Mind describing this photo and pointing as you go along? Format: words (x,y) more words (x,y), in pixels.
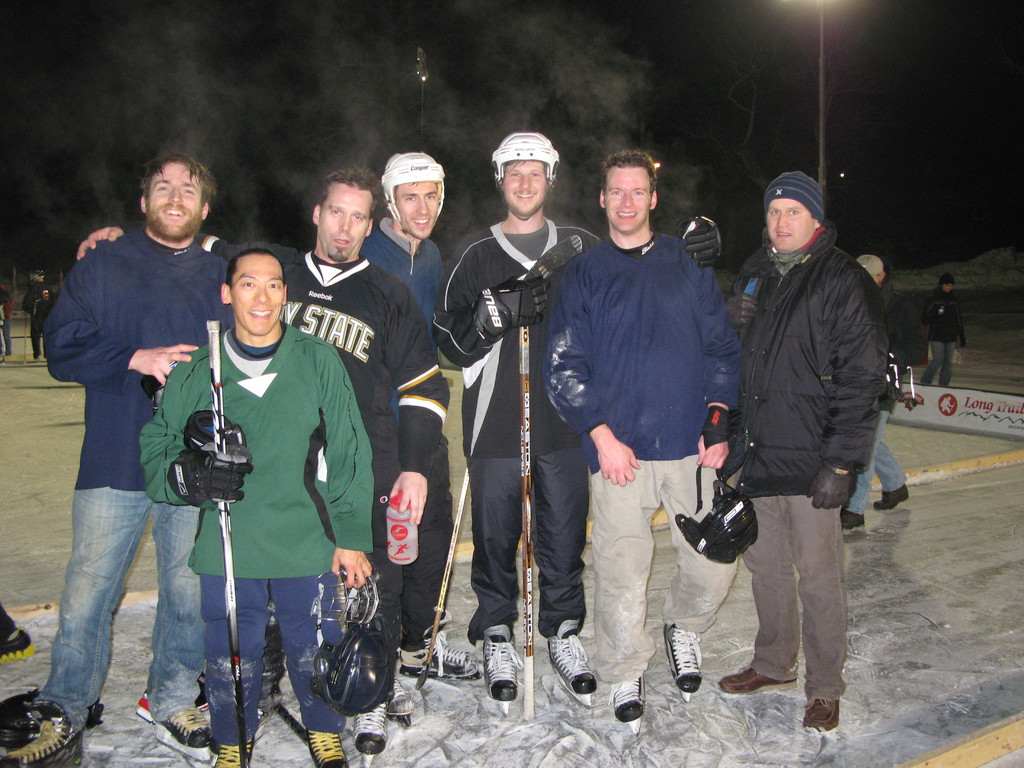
In this image I can see number of persons (383,356) wearing jackets (309,338), pants (569,587), shoes (685,634) are standing on the ground (536,711) and I can see few of them are wearing white colored helmets (434,170). In the background (214,43) I can see few persons (890,330) standing, a pole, some smoke (409,114) and the dark background.
